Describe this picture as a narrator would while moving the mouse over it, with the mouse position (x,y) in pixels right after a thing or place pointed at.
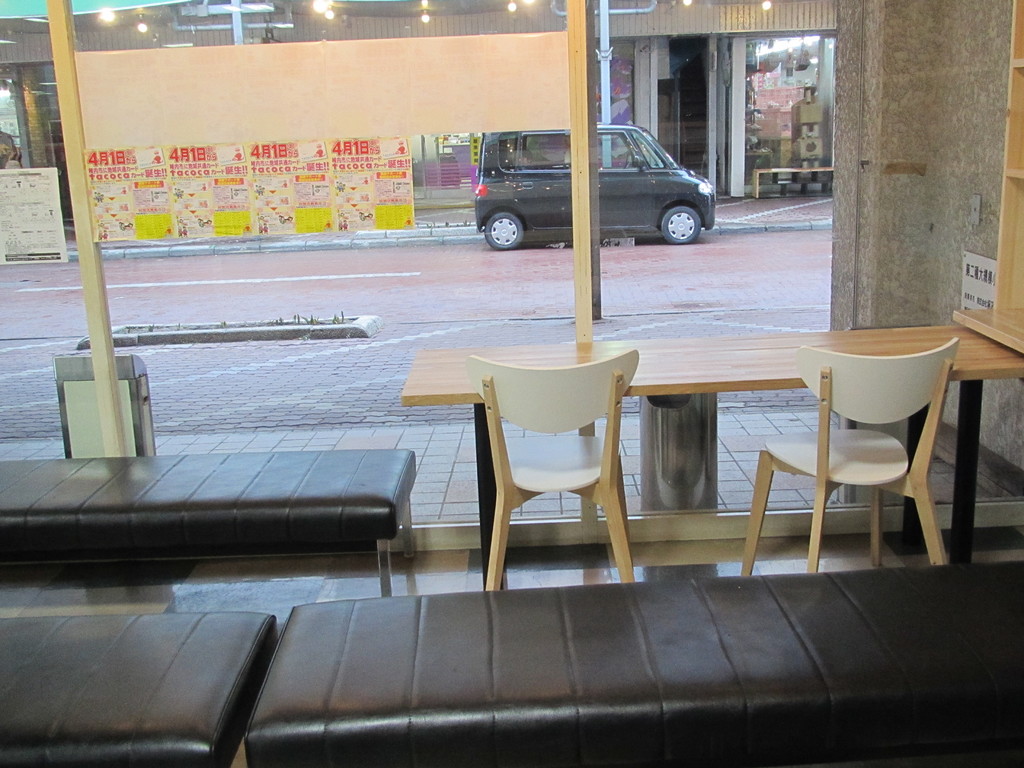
In the center of the image (532,444) there are tables (958,373) and chairs (820,471). We can see benches (617,627). In the background (699,190) there is a vehicle (696,176) and we can see a shed (711,102). At the top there are lights (140,23).
